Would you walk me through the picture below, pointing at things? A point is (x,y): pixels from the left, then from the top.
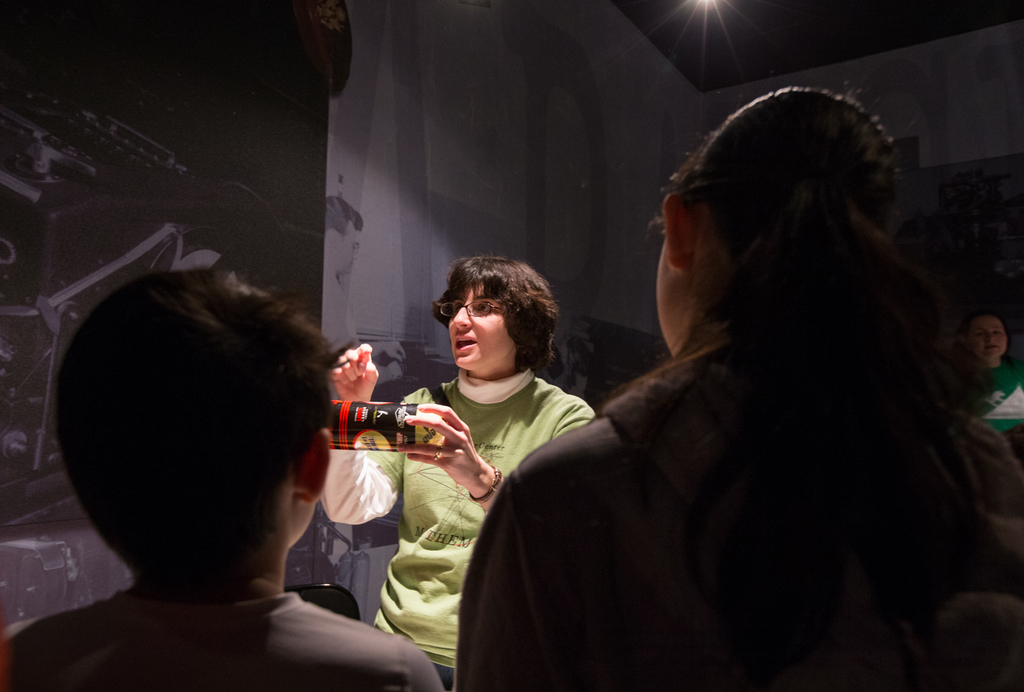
In this image there are few people (630,560), one of them is holding an object (391,421) and explaining something to others. In the background (576,282) there is a wall (351,106) with a poster (186,187) on it. At the top of the image (798,34) there is a ceiling (750,43) and a light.
